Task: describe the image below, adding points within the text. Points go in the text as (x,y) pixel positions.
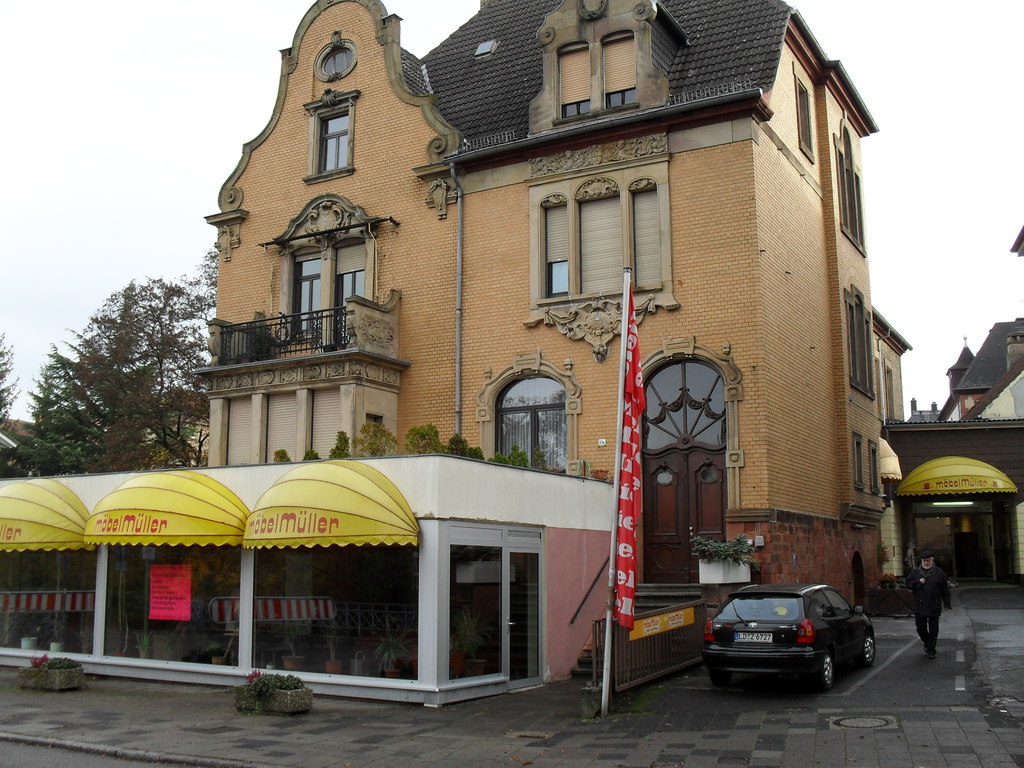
In this picture we can see a few buildings (458,343), there are windows (347,241), grills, trees (184,421), flower pots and doors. We can also see there is a vehicle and a person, in the background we can see the sky (890,132).
